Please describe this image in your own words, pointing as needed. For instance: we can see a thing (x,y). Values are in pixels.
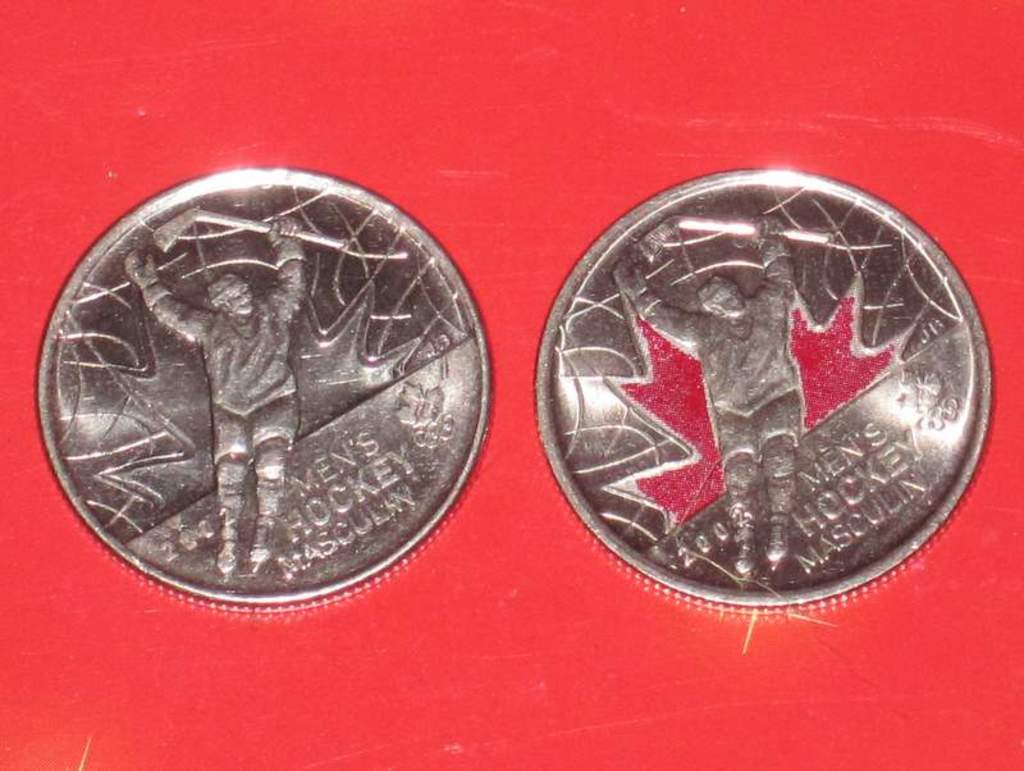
In this picture, it seems like coins (619,496) on the red background (933,749), on which there is a depiction (260,501) and text (306,552).
